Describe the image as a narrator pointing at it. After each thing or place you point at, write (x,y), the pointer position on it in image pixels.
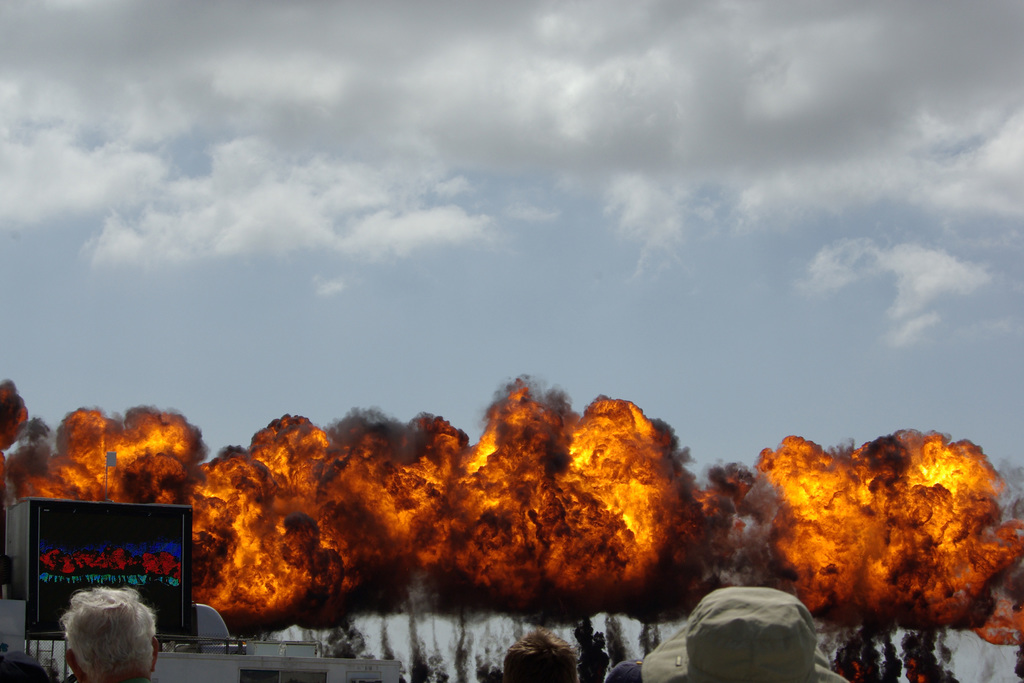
There are people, poster (101,566), it seems like a vehicle (276,641) and fire (445,569) in the foreground area of the image (472,488) and sky (528,194) in the background area (263,147).
